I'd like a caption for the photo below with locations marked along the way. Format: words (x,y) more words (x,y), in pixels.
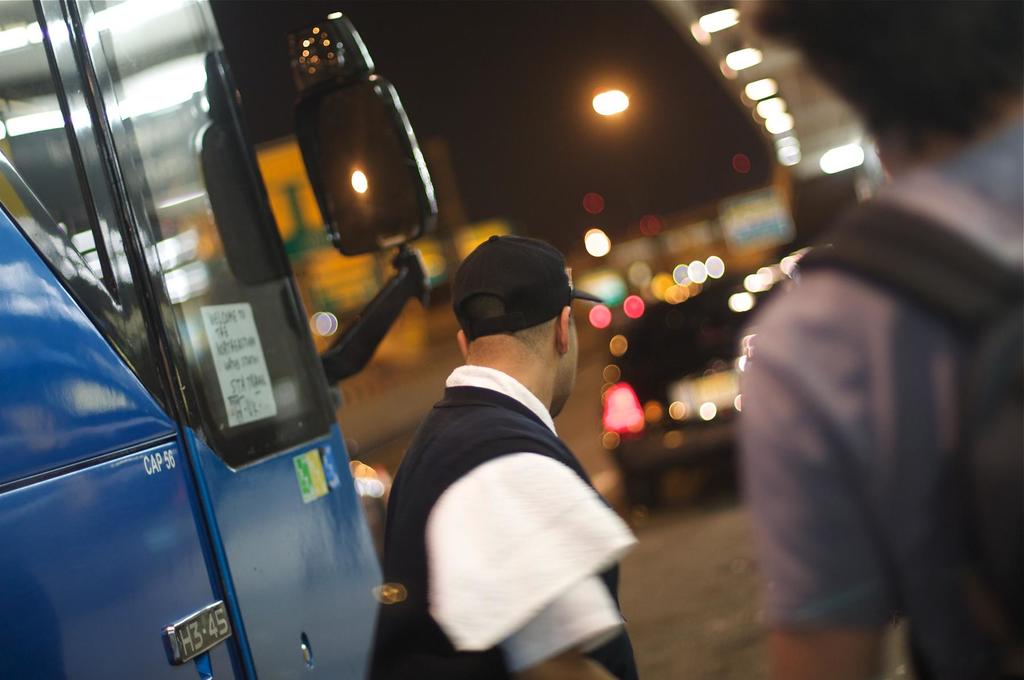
In this picture I can see a person (489,301) with a hat (476,269), there is another person (881,70), there are vehicles (148,434) on the road (653,679), and there is blur background (511,152).
